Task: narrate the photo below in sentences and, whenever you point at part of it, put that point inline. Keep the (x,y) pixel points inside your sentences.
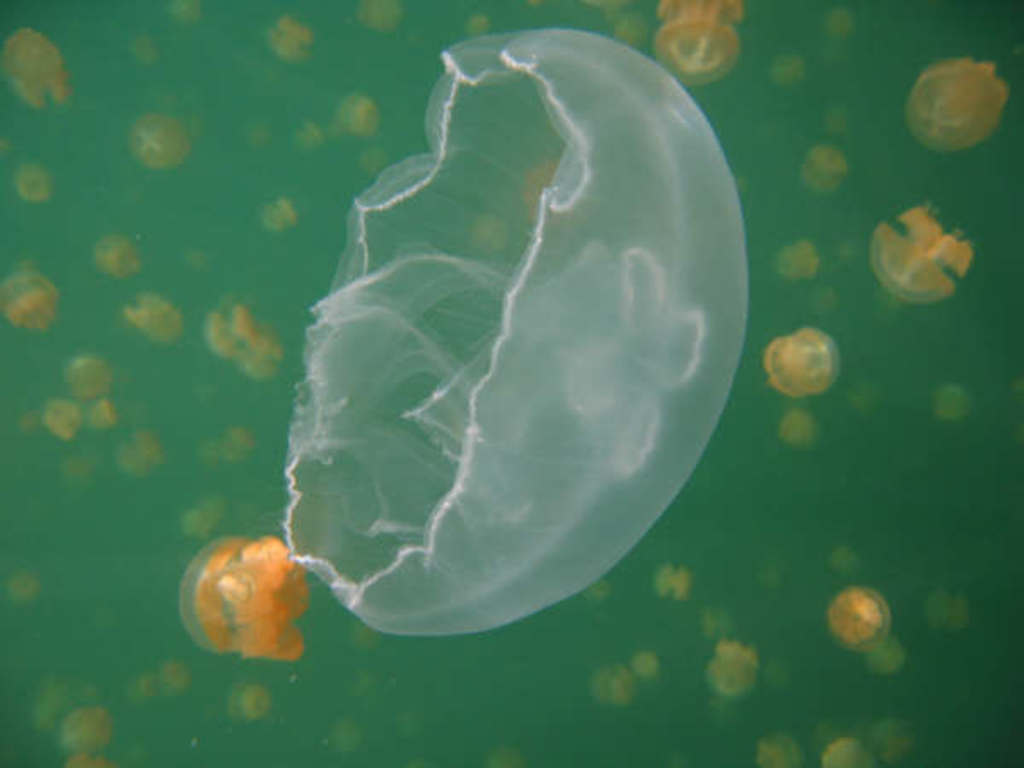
In this image I can see a huge jellyfish (450,315) which is white in color and in the background (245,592) I can see few other jelly fish (221,598) which are orange in color in the water (893,198) which are green in color.
